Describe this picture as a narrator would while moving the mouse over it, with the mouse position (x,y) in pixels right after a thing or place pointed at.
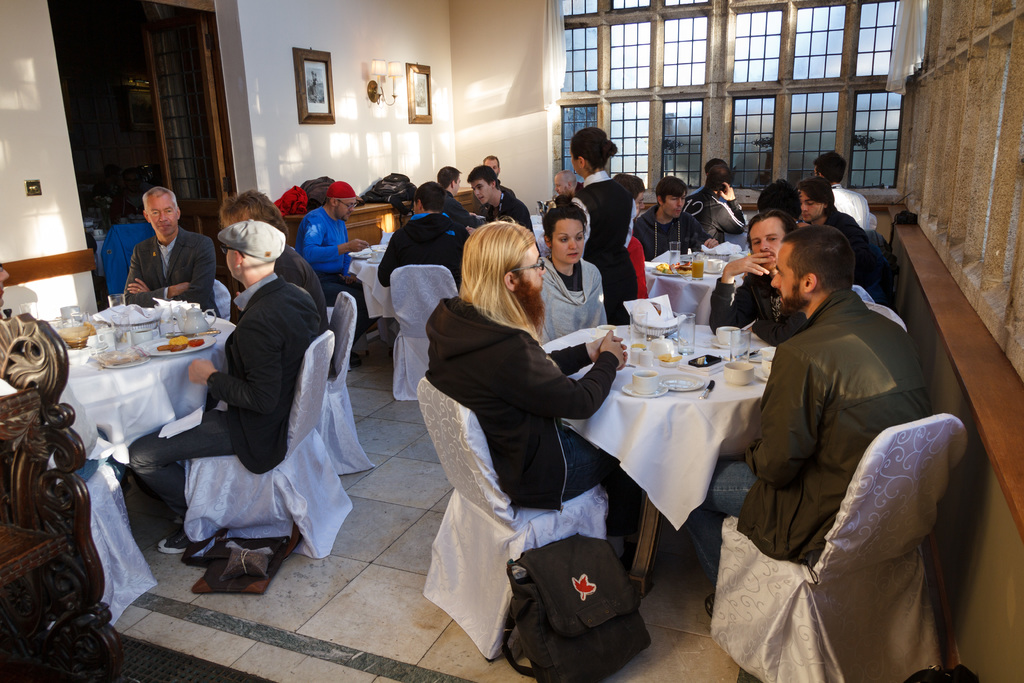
In this image I can see the group of people (526,293) sitting in front of the table (618,435). On the table (662,440) there are plates (684,382) and the cups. I can see a bag (582,609) on the floor (313,599). In the background (309,86) there are frames (416,83) and lamps (373,73) attached to the wall (516,54).
